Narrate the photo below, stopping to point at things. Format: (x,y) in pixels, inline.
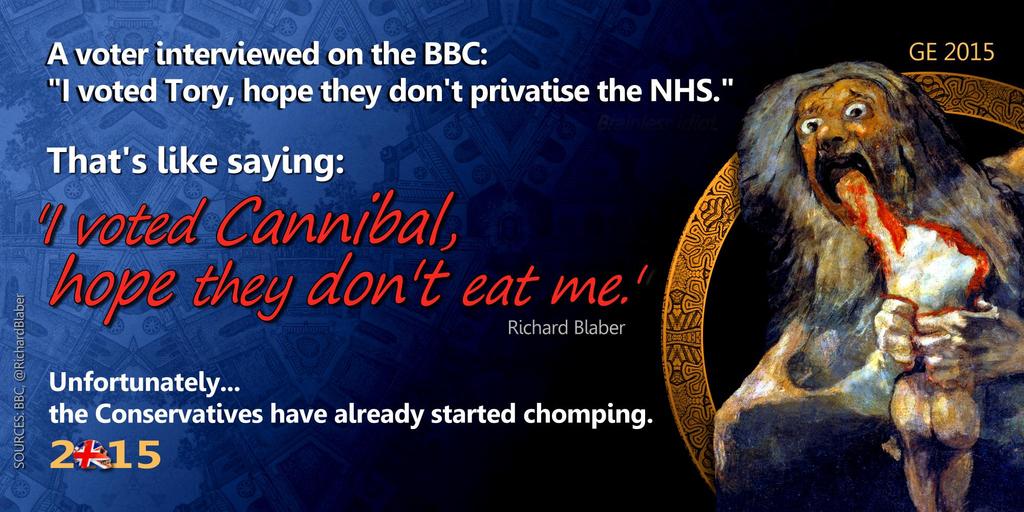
In this picture there is a poster (523,147). On the right (790,107) we can see the old man (739,476) who is holding the persons (954,396) and eating him. On the left (144,169) we can see the quotation (496,94). In the bottom left corner (15,375) there is a watermark (19,434).
